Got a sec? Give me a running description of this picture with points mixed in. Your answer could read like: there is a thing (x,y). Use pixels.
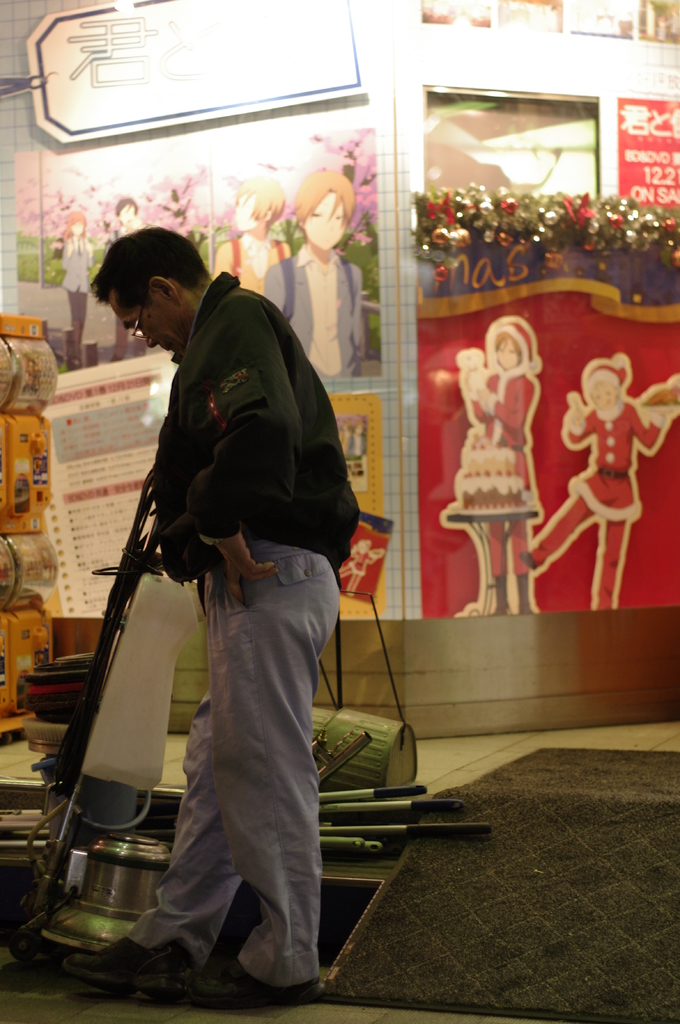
In this picture we can see a man (226,850) is standing on the path (178,1021) and behind the man (253,419) there are some objects (10,806) and a wall (400,438) with posters (465,330) and some decorative items (433,191). On the left side of the man (267,413) there are some items (3,507).
